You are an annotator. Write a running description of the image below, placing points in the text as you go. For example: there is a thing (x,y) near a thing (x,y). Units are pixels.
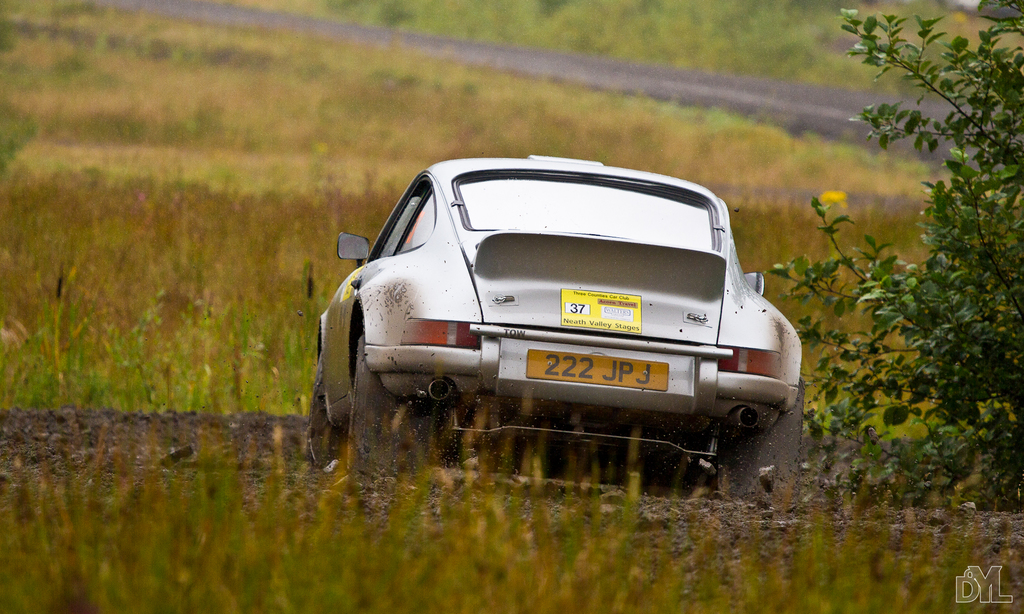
In this image we can see a car (493,363) which is of silver color moving on the gravel track (299,429), at the right side of the image (926,345) there is plant (911,42) and at the background of the image (492,40) there is grass (749,14).
